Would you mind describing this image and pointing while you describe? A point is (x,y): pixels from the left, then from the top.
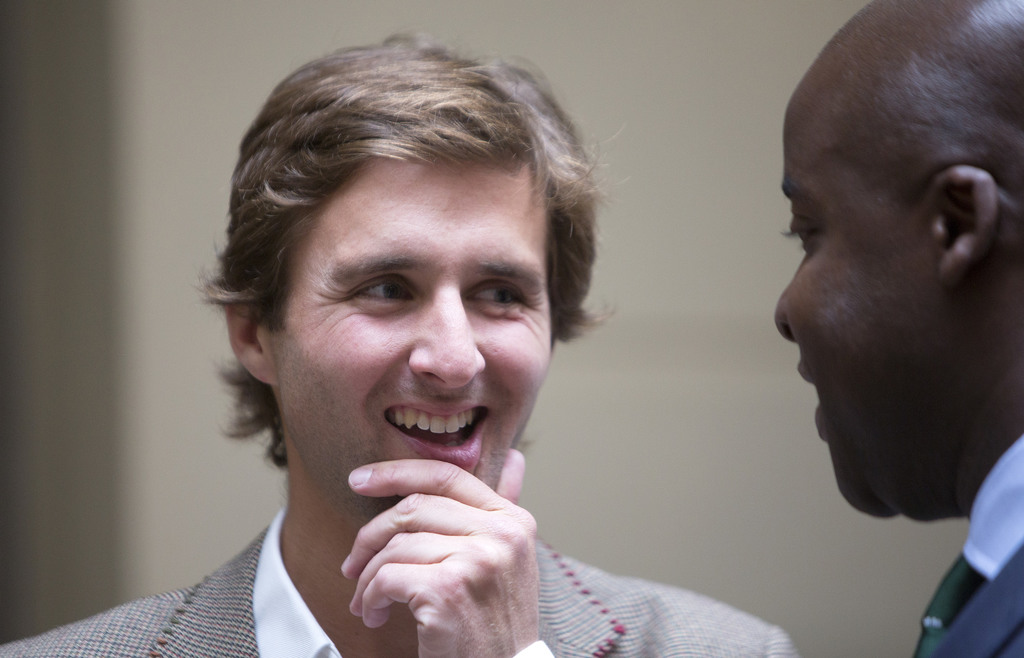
In this image we can see two people (367,525) are smiling, in the background (587,466), we can see the wall (671,448).
